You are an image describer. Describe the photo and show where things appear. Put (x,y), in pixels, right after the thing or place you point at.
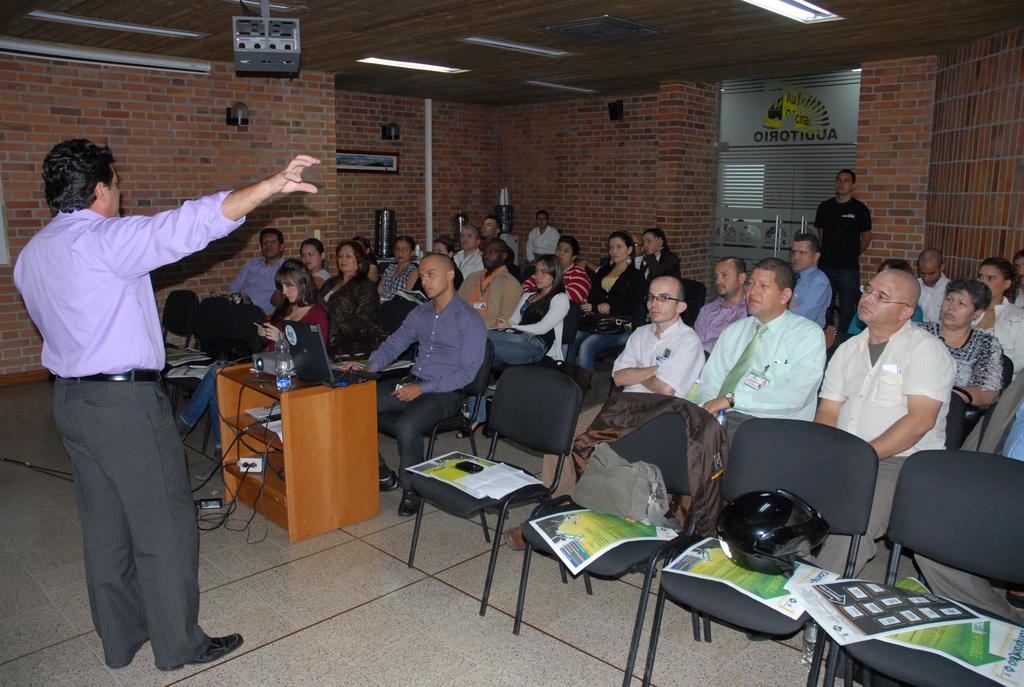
in a room (498,190) a person (143,254) is standing and speaking. and people (367,302) are seated on the chairs (923,528). at the back (841,227) a person (840,266) is wearing a black shirt (841,243) and standing. behind him there is a glass door (780,201) and walls (579,186) are made up of red bricks (541,186).
